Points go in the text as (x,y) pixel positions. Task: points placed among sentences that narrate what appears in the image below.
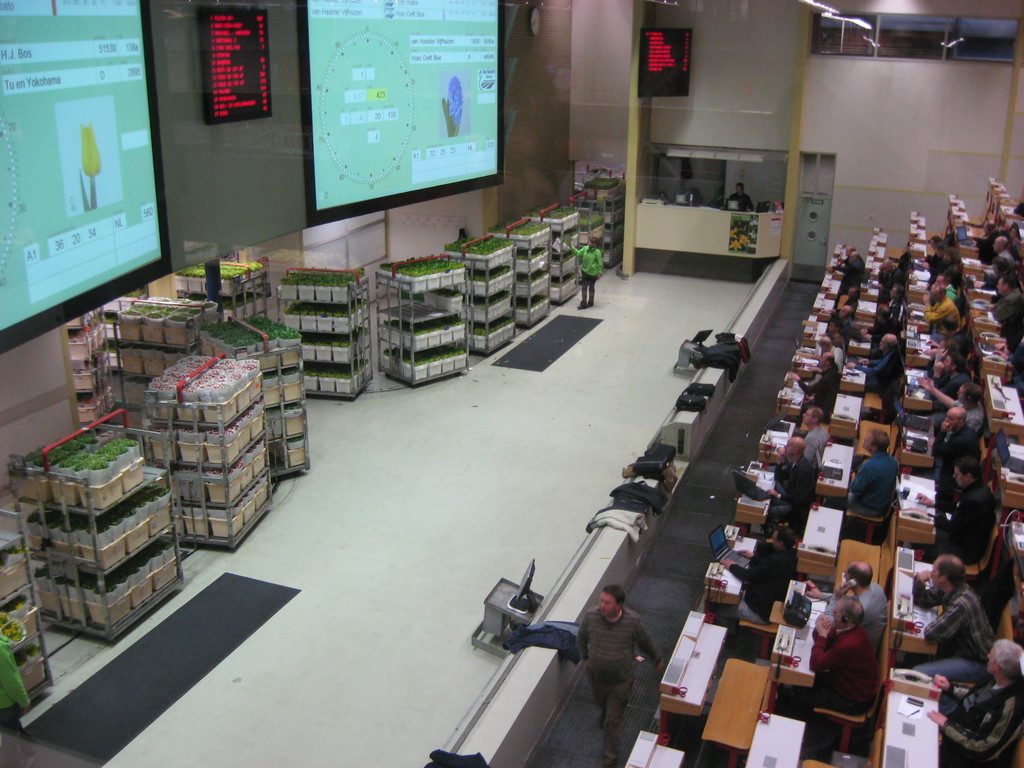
In this image I can see the group of people (863,593) sitting in-front of the table (699,651). On the table (736,526) I can see the laptop (741,487). In-front of these people (788,509) I can see the racks (199,445) and many screens (16,252). In the background (540,203) I can see the wall (533,65).
